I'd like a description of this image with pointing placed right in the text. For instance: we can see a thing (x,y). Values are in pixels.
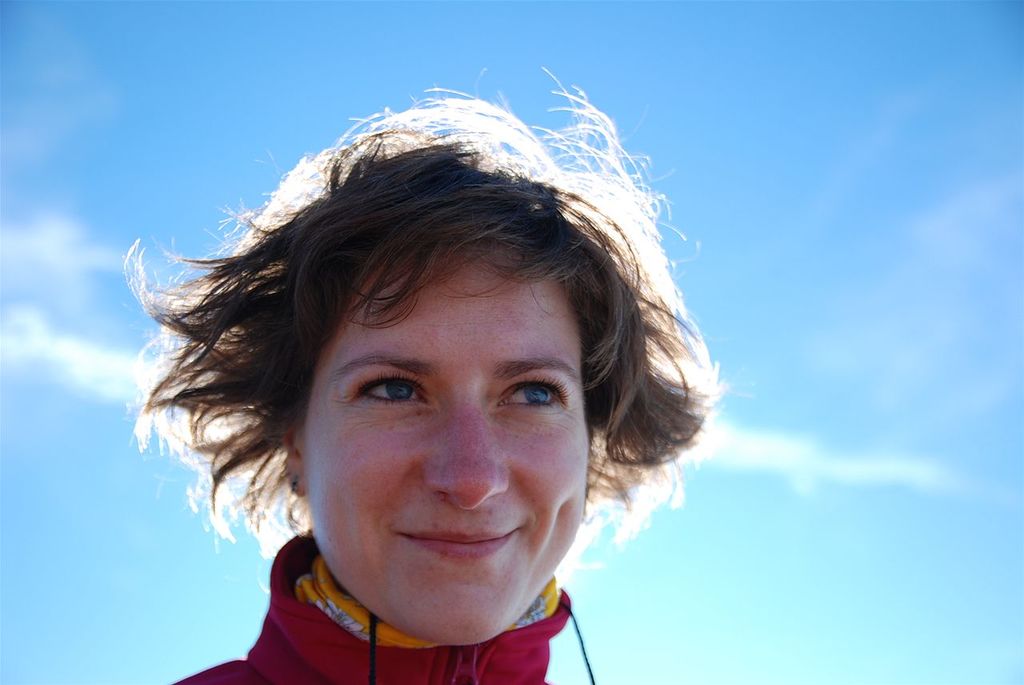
In this picture we can see a person (263,424) smiling and in the background (755,258) we can see the sky (771,322).
